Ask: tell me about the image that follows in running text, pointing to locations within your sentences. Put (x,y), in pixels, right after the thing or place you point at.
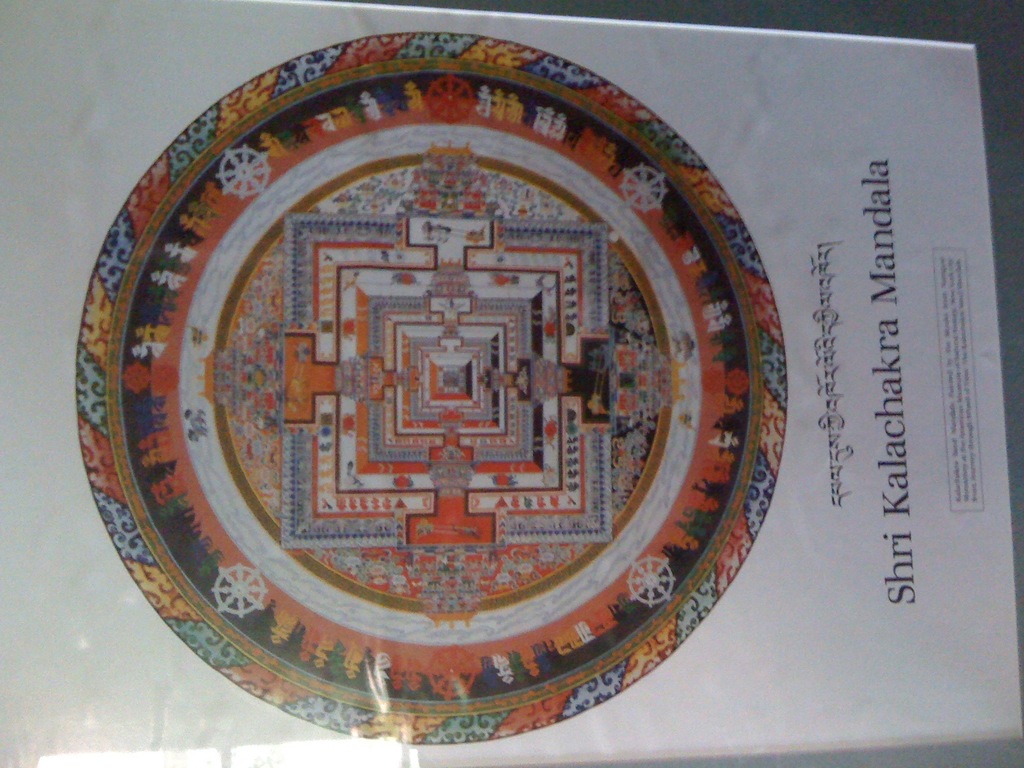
In this picture we can see some information (910,580) and depiction (457,232). It looks like a paper (435,243).
